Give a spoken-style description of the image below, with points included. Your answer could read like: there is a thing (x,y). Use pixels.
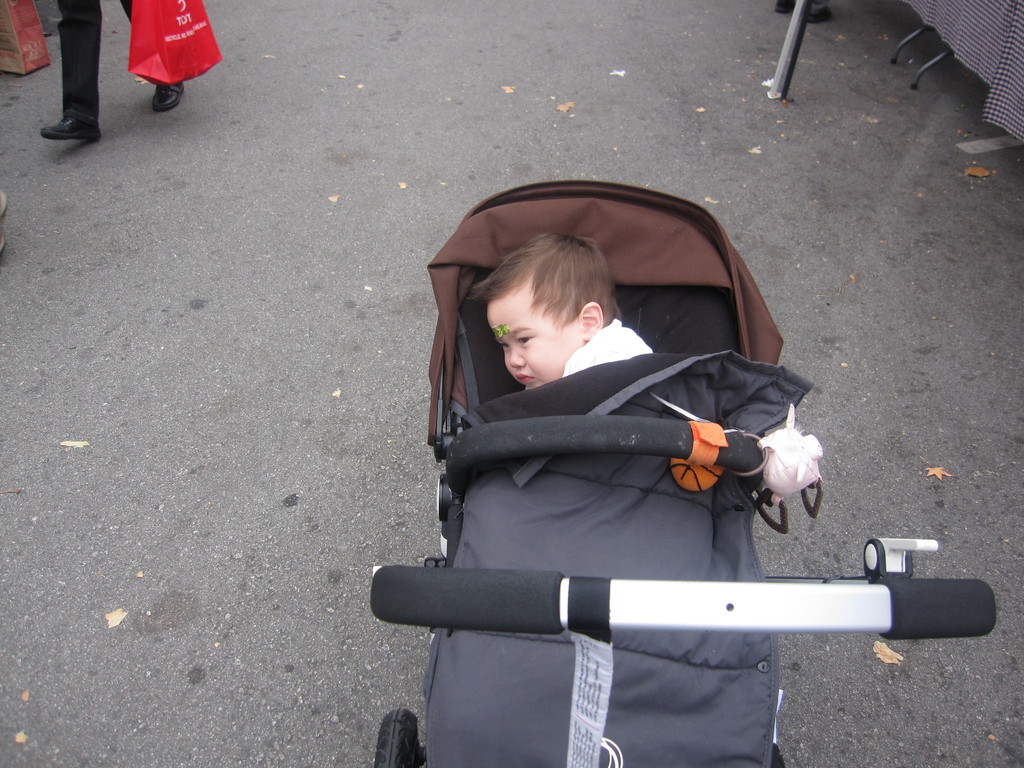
There is a baby (582,344) in a stroller (583,378) wearing a white dress (583,362). we can see legs (81,85) of a person (85,73) at the left (141,58) holding a red bag (174,59).
